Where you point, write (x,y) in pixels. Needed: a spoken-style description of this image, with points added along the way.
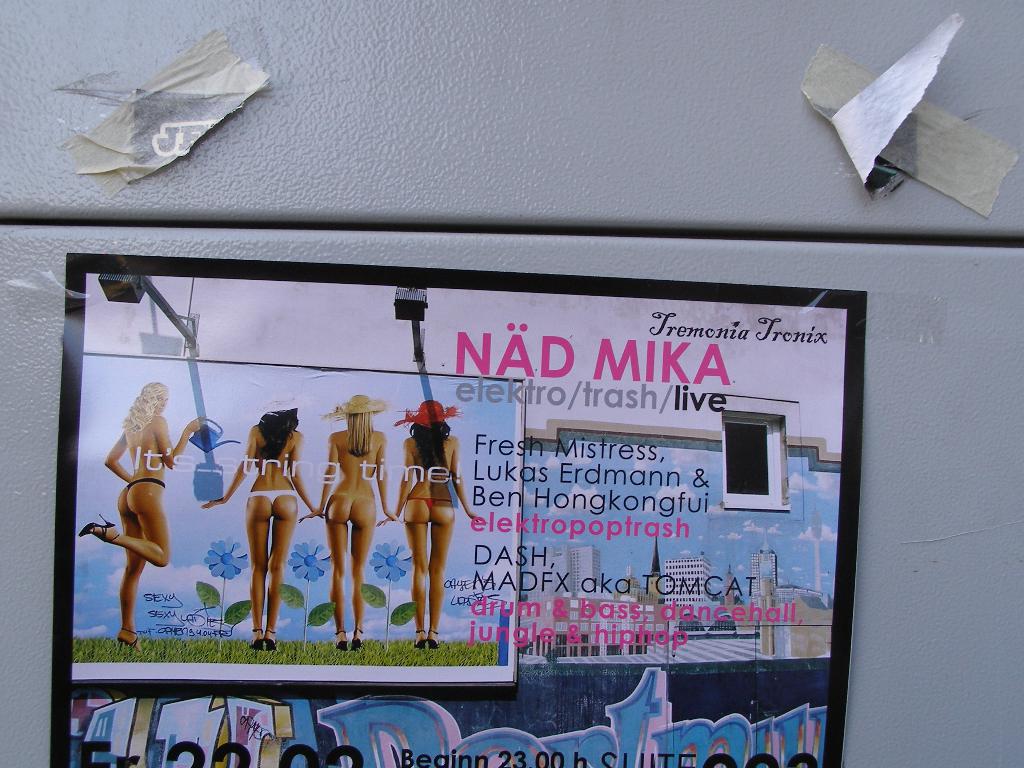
In this picture I can see a poster (553,508) in the middle (438,463), on the left side (156,399) few women (417,495) are standing, on the right side (711,589) there is the text (634,543). At the top (977,140) there are paper pieces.
